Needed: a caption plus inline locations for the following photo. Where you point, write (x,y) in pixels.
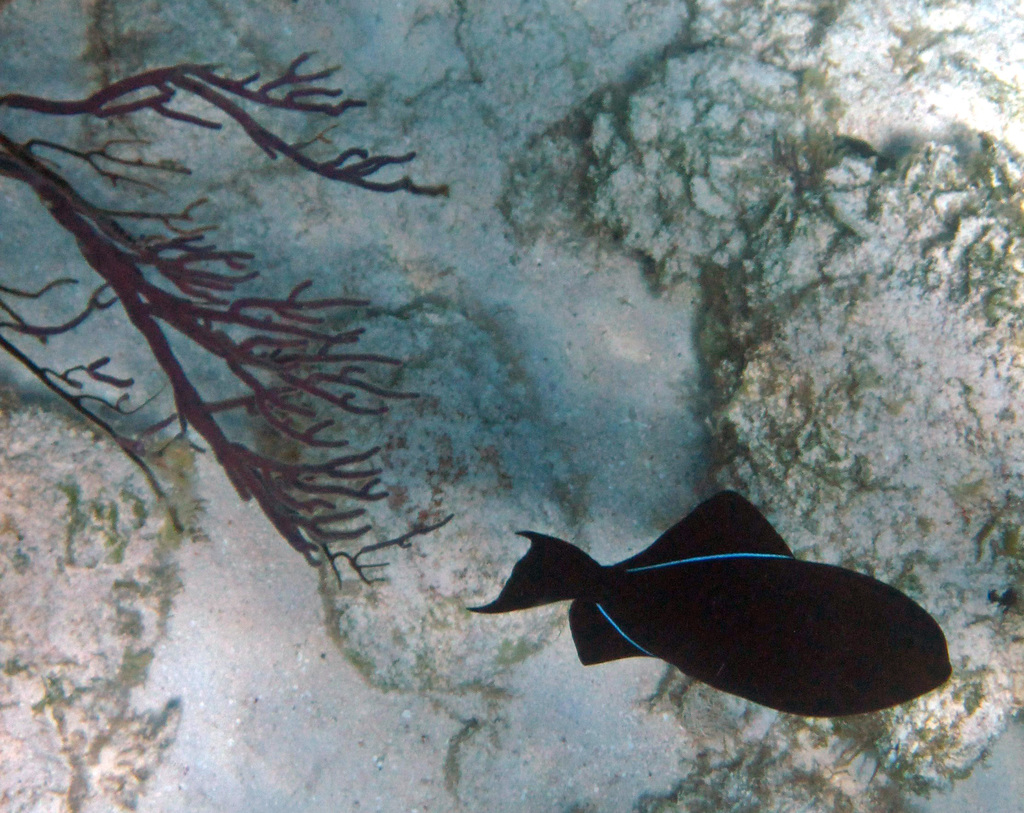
In this image there is a black fish (711,613) and sea plants (228,267).
